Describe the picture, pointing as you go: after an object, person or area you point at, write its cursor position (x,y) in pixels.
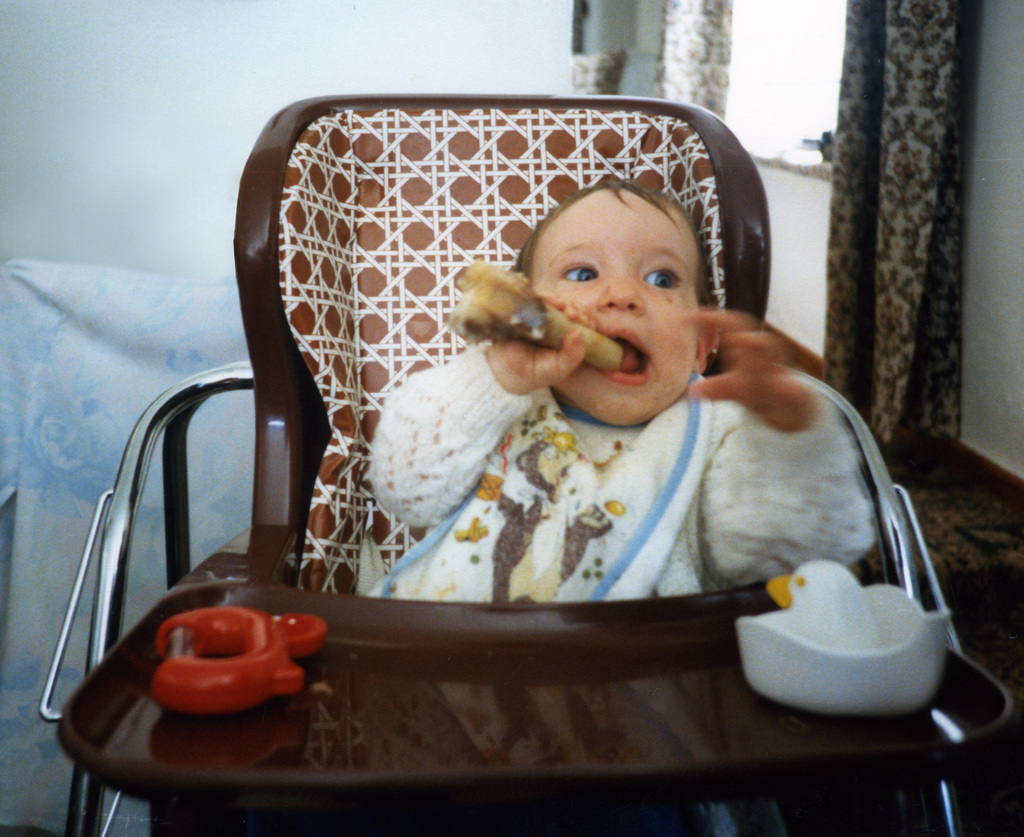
In this image we can see a kid (597,471) sitting on the chair (323,479) and holding a bone (533,328). At the bottom (615,674) there is a table (909,729) and we can see toys (803,636) placed on the table (506,769). In the background (146,310) there is a cloth (137,325) and curtains (712,98). We can see a wall (239,57).
